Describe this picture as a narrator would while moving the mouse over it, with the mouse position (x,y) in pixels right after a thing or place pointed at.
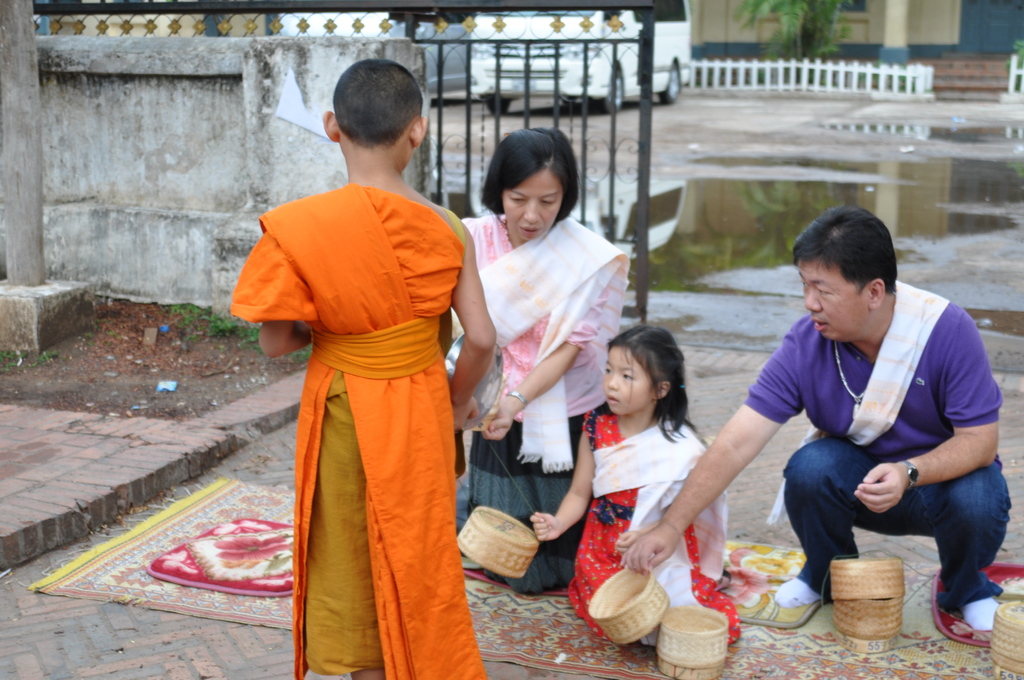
In this image we can see the people (748,408). We can also see small baskets (874,611) and door mats (771,596). We can also see the path (211,464), gate (517,41), wall (194,181), wet land (970,152), fence (816,84) and also plants (1023,44). We can also see the house (964,48) and vehicles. On the left (341,324) we can see the people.
